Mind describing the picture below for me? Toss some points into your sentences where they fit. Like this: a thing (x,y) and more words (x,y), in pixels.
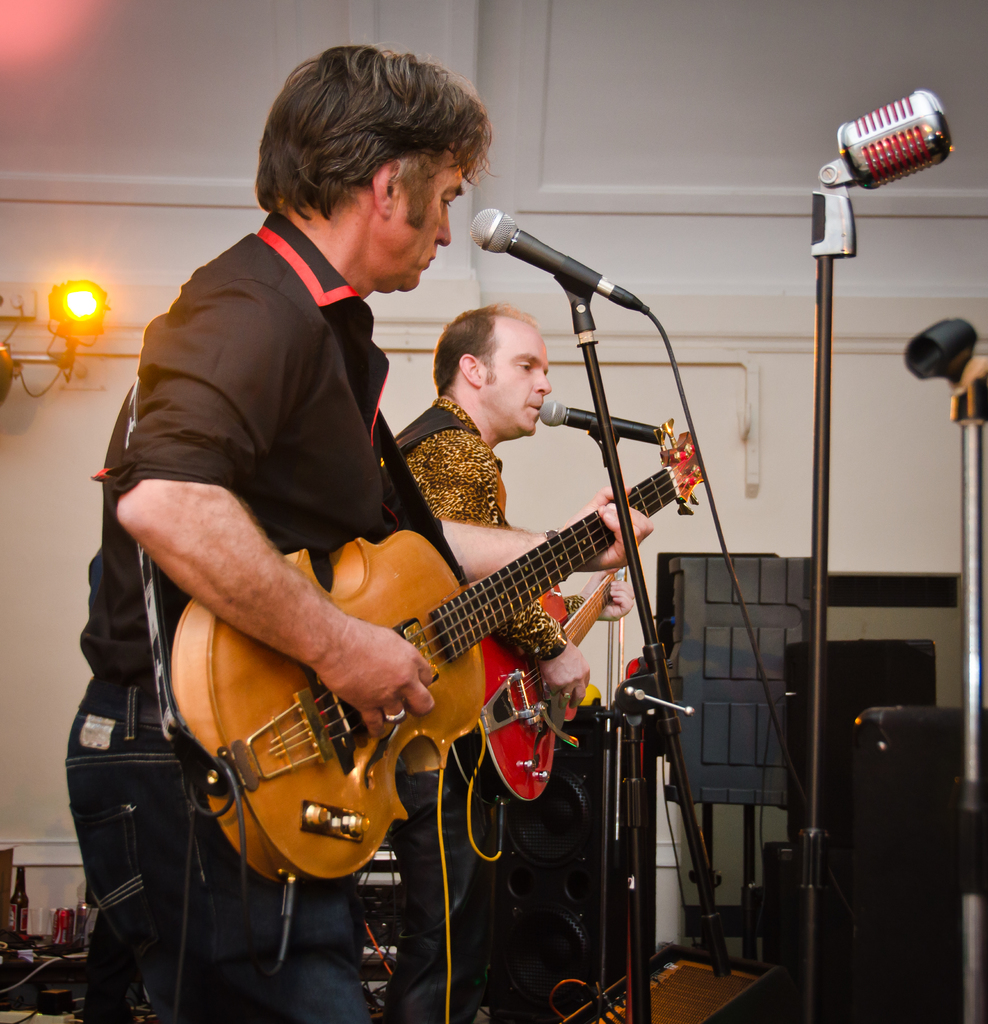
There are two persons (307,510) standing and playing guitar (438,688). One person (501,437) is singing song. This is the mike (533,246) with the mike stand (636,688). This is a speaker (567,865) which is black in color. This is a show light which is attached to the wall (101,347).
